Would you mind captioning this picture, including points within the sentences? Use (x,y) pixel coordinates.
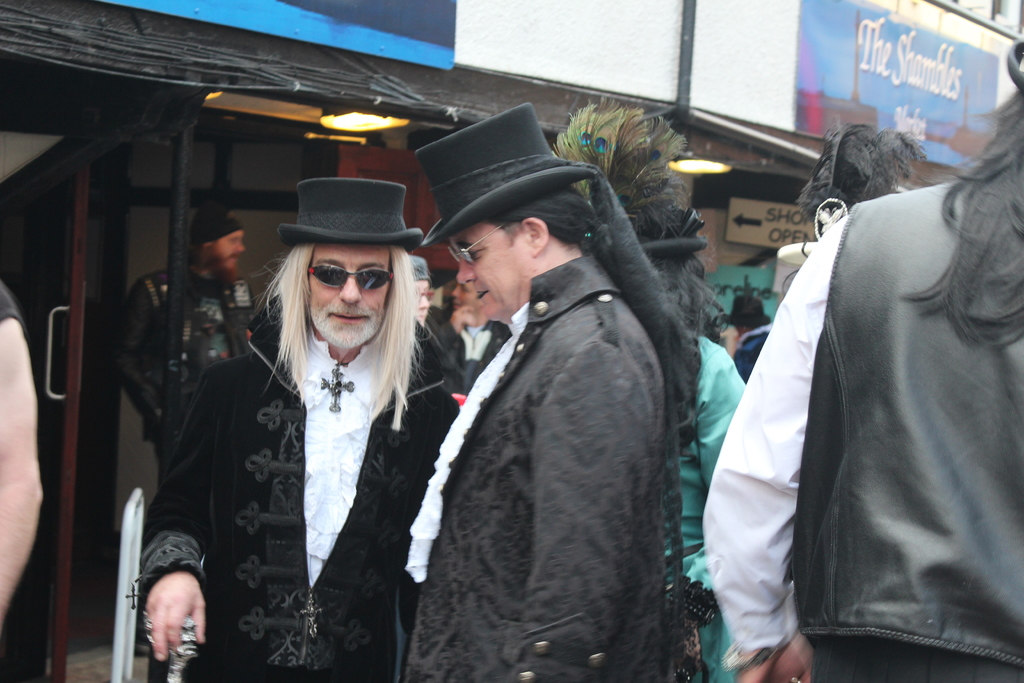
In this image I can see in the middle (574,368) two persons (313,474) are standing, they are wearing black color coats (477,476), hats (560,162). At the top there are lights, around them a group of people (963,236) are there. On the right side (912,84) it looks like a hoarding (853,107).
